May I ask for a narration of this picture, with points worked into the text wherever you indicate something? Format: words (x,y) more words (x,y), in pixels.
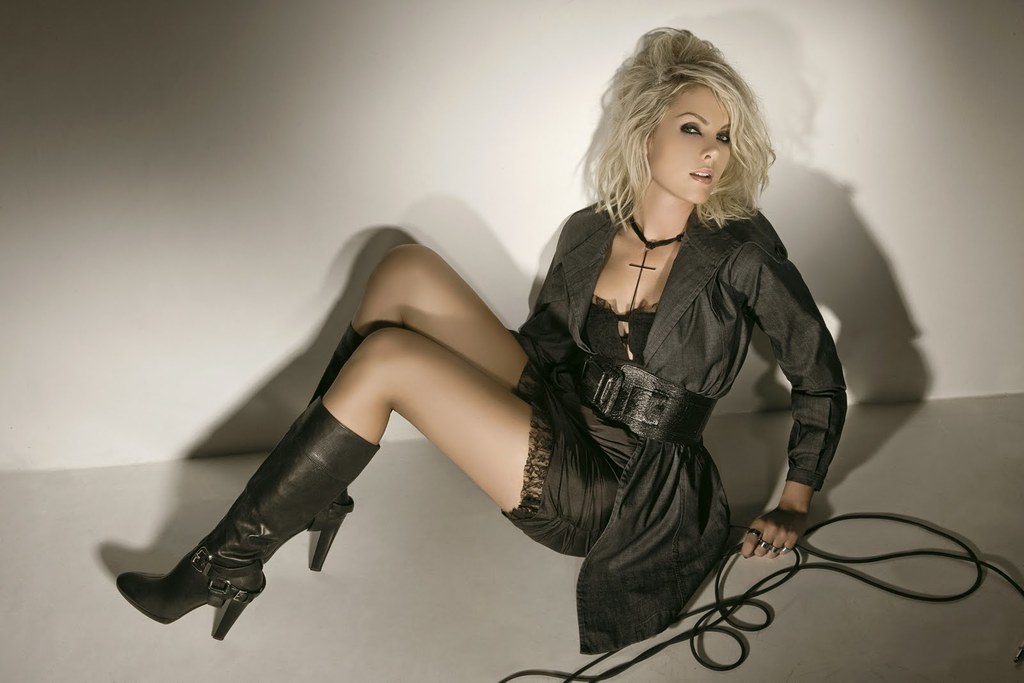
In the image there is a lady (764,245) sitting on the floor (537,584). She is holding a black color rope (742,593) in her hand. And she wore boots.
